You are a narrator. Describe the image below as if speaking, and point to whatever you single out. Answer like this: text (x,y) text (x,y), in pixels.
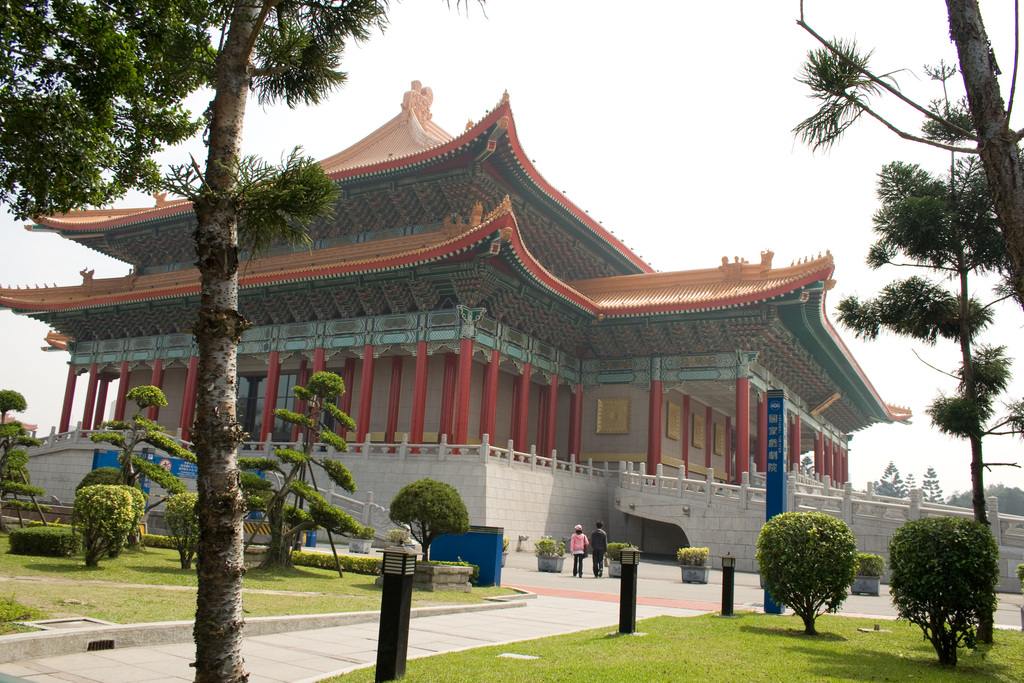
We can see grass (709,642), light poles (733,574), trees (241,601) and plants (124,519). There are people (580,531) walking and we can see board (769,443), ancient architecture (265,439) and pole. In the background (564,82) we can see trees (1007,504) and sky (904,473).
